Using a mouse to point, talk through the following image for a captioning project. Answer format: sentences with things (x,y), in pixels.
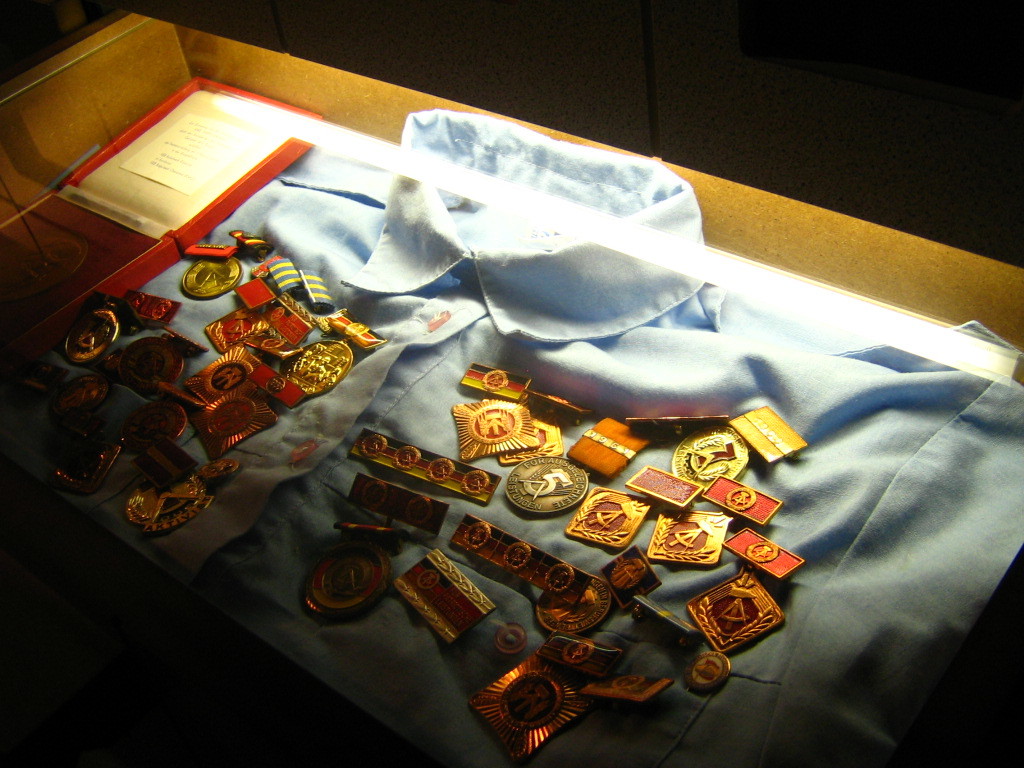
In this image we can see a glass box (371,140). On that we can see reflection (585,212) of tube light (818,308). Inside that we can see a shirt (523,263). On the shirt (322,261) there are badges (269,264). Also there is a box (95,227) with paper (148,162) on that.
